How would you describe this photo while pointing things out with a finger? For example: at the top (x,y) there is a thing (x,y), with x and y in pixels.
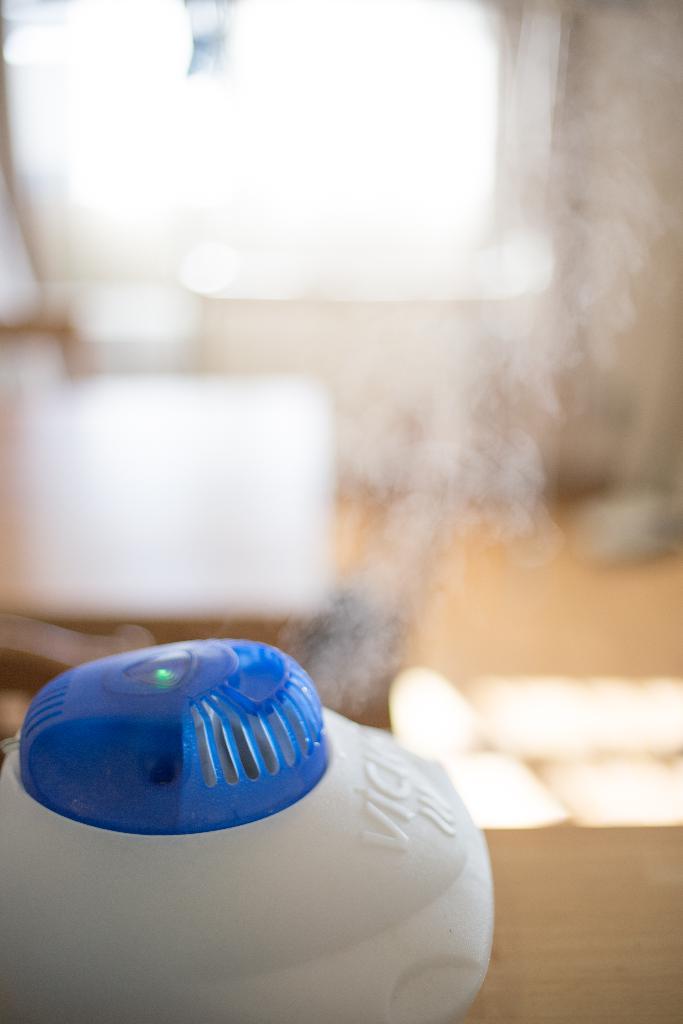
At the bottom of the image (494,977) we can see a table (657,935). On the table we can see a humidifier (372,793). In the background of the image (317,646) we can see the mist (357,675), lamp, floor (514,620), wall (417,305) and window (295,251).
